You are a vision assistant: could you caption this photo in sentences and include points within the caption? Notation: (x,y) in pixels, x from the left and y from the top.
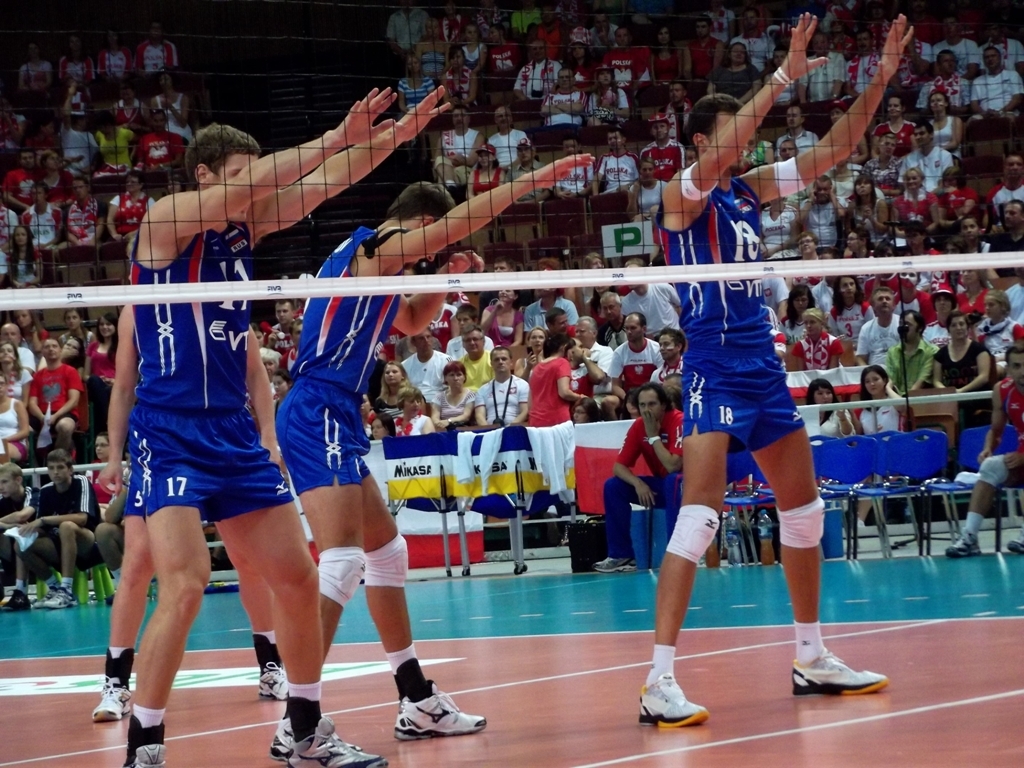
In this image I can see there are four persons (699,255) standing on the ground (606,726) and they are wearing a blue color t-shirts (367,344) and I can see the fence (272,297) beside them and I can see chairs (973,458) in the middle (652,472), on the chairs (961,461) there are two persons (1008,465) sitting, at the top (494,179) I can see crowd of people (39,201).
